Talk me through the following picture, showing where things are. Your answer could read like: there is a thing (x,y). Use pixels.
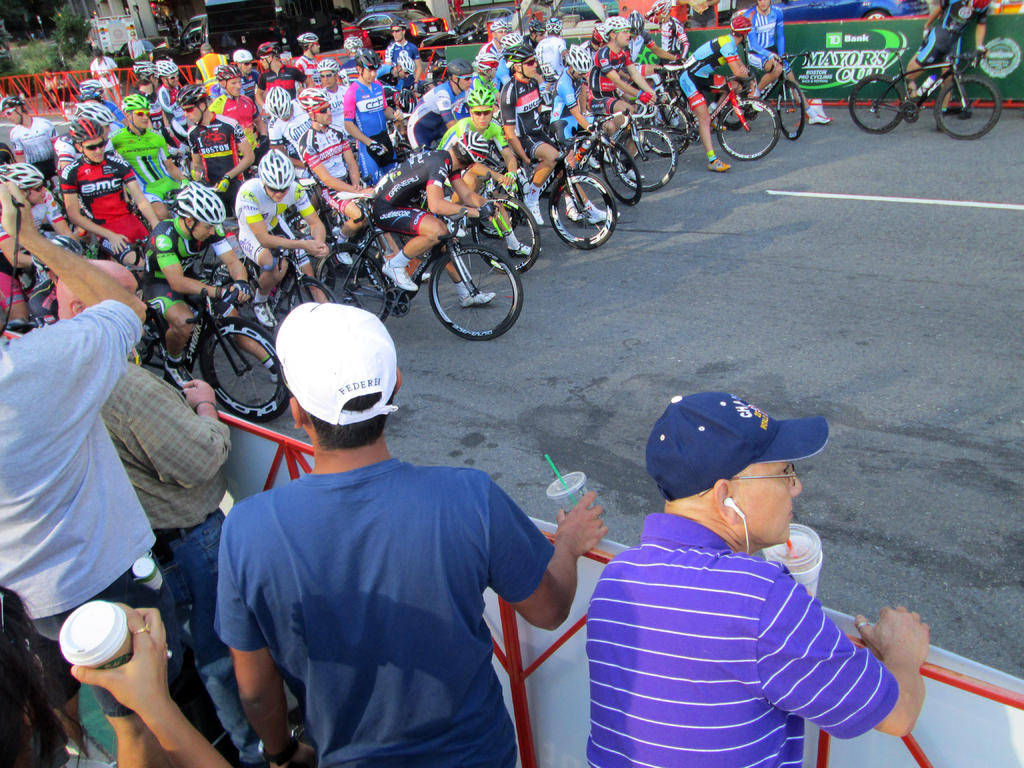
On the road (775,285) there are many people (358,134) riding a bicycle (484,220). To the left bottom (185,597) there are four people (202,537) standing and holding glass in their hand (144,614). To the left corner (53,404) a man (34,385) with grey t-shirt (73,375) is standing and holding a camera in his hands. And in the background (417,15) we can see some cars (846,2), poster (863,48) and some vehicles (107,36).
